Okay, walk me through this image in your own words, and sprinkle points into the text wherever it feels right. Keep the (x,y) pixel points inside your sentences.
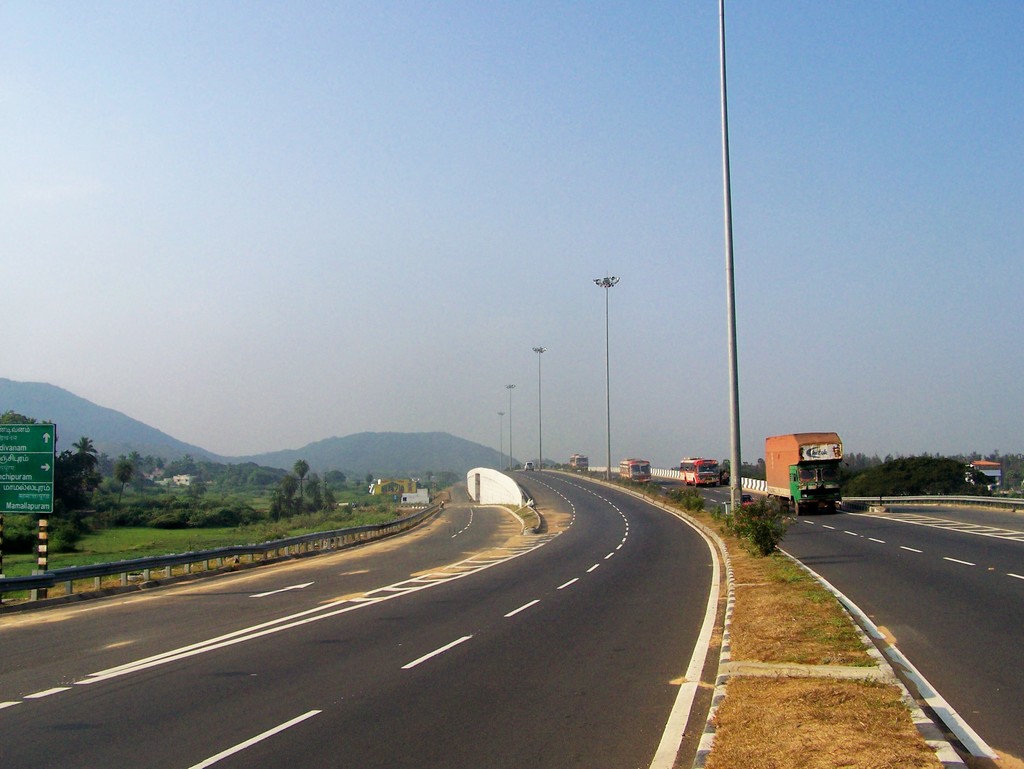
In the center of the image (640,471) there is a road (481,724) and we can see vehicles (709,475) on the road (888,612). There are poles (508,388). In the background (300,428) there are hills (90,435), trees (935,475) and sky (395,265). On the left (34,433) there is a board (32,458).
